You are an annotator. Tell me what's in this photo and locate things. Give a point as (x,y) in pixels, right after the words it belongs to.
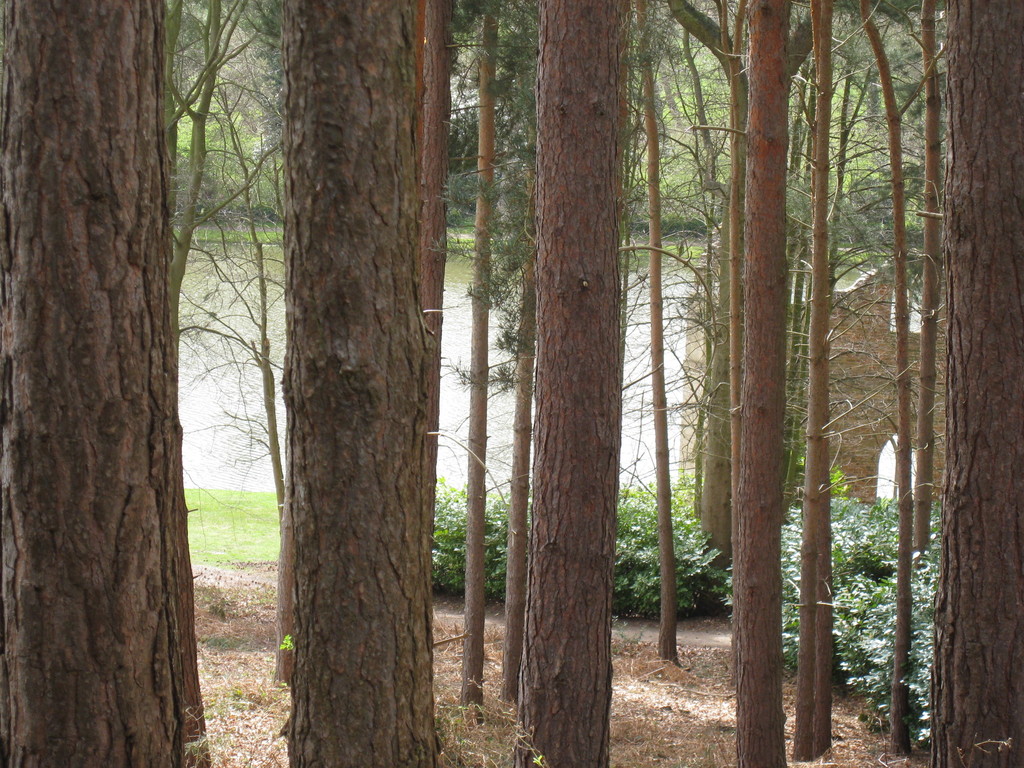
In this image there are trees (159,485), plants (644,588) and river (282,361).
